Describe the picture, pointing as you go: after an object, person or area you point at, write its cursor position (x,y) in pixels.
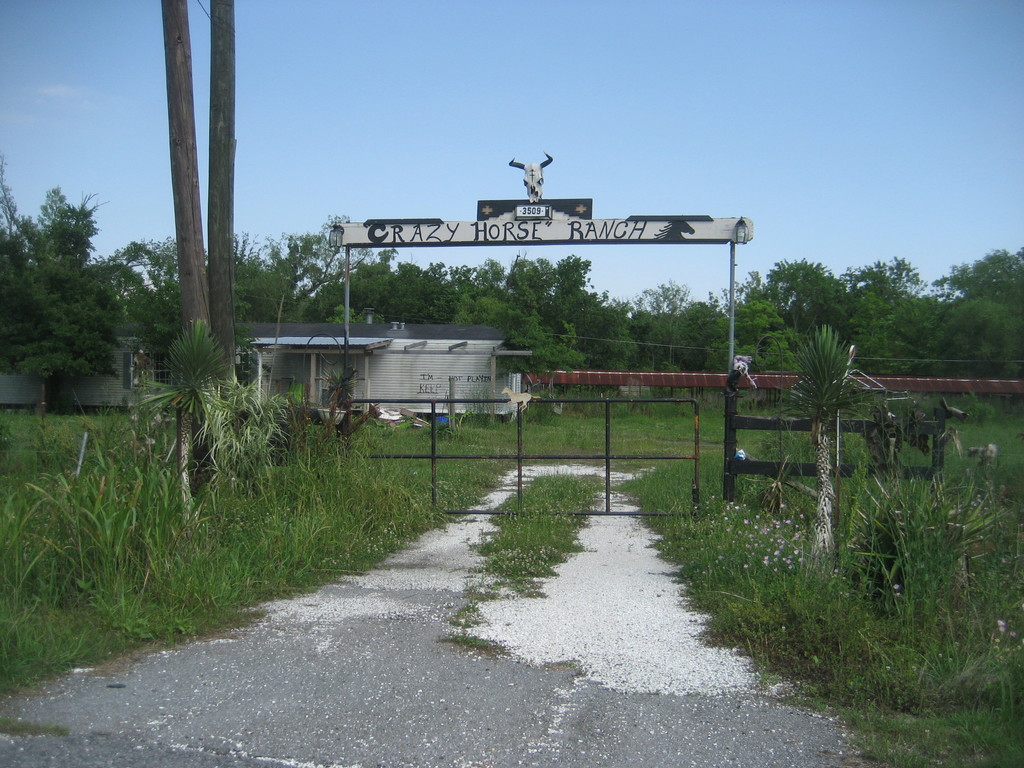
In this picture there is a road (462,656). We can observe a gate (589,456) here. There is some grass (206,594) on the land (772,596). We can observe plants (887,508). In the left side (216,16) there are two poles (186,152). In the background (265,358) we can observe a house (435,374) and trees (506,323). There is a sky (490,112).
